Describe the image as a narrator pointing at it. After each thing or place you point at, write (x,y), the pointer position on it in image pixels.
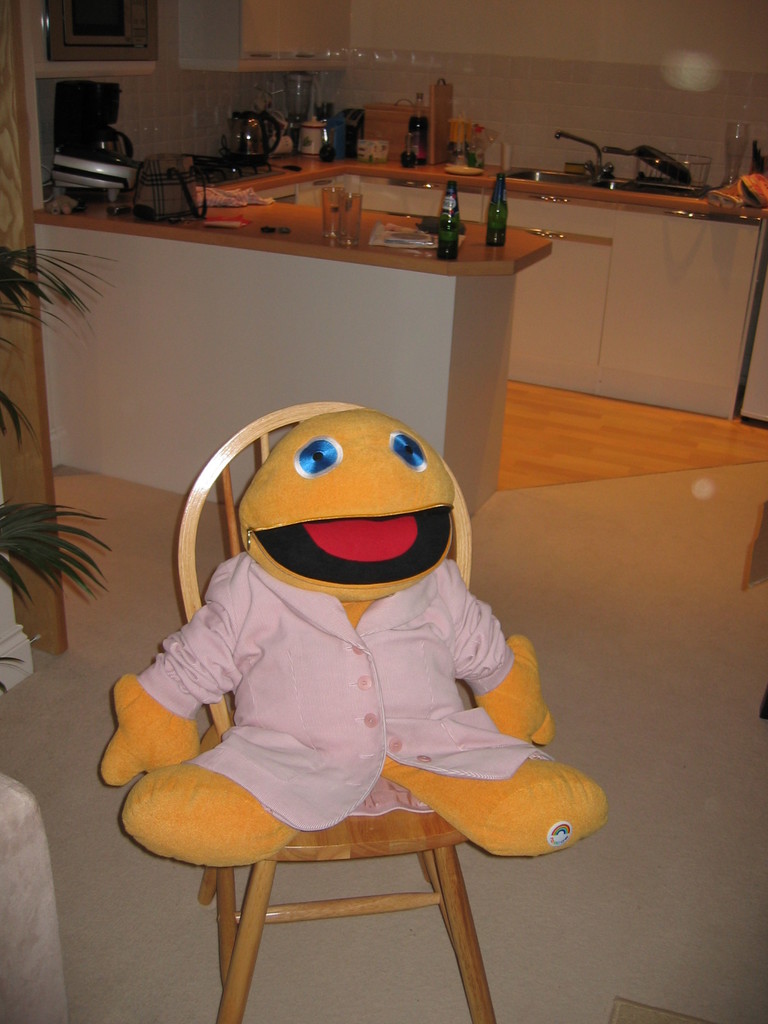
In this image I see a soft toy (259,839) which is on the chair (229,476) and there is a plant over here. In the background (762,68) I see the countertop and there are many things (734,170) on it and I can also see the wall (621,170).
